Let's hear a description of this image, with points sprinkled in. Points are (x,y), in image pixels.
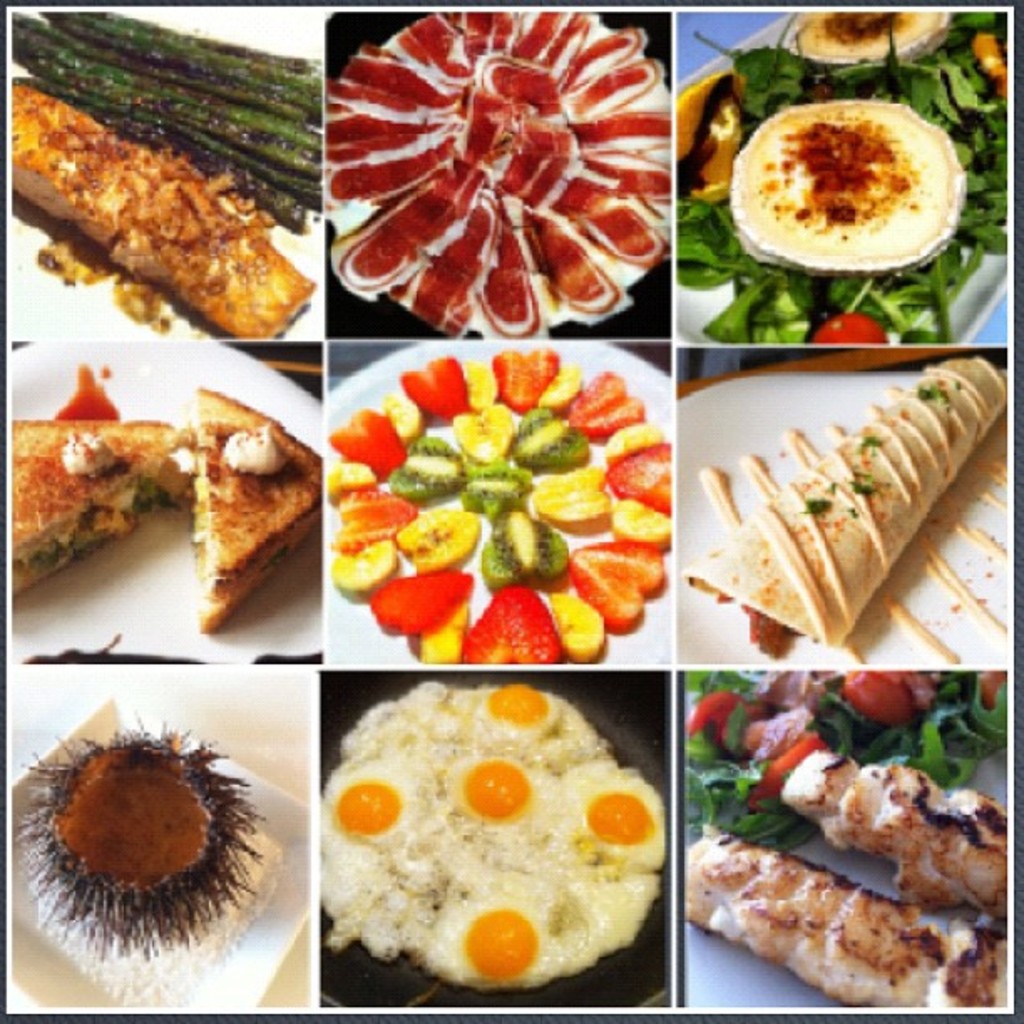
This image contains a collage of photos of food items (453,537). Middle of the image (495,545) there are few fruit slices (453,537) on the plate (591,456). Beside there are few breads (123,517) stuffed with food (85,530) which are on the plate (138,601). Right top there is some leafy vegetable (738,244) and some food (859,202) on the plate (967,341).
